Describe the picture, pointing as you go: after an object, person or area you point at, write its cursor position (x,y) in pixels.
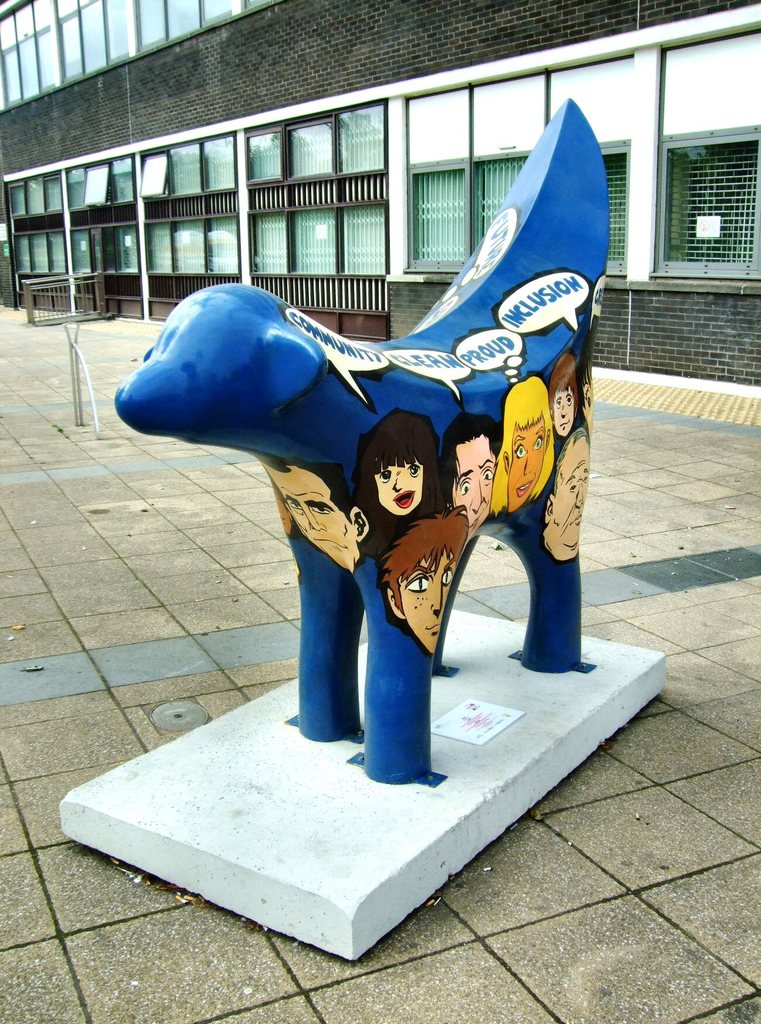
This image consists of an object (402,576). It looks like a sculpture (438,486) on which there are faces (400,438) and text (306,326). In the background (303,282), there is a building (168,178) along with windows (676,152). At the bottom (728,858), there is a road (191,639).
